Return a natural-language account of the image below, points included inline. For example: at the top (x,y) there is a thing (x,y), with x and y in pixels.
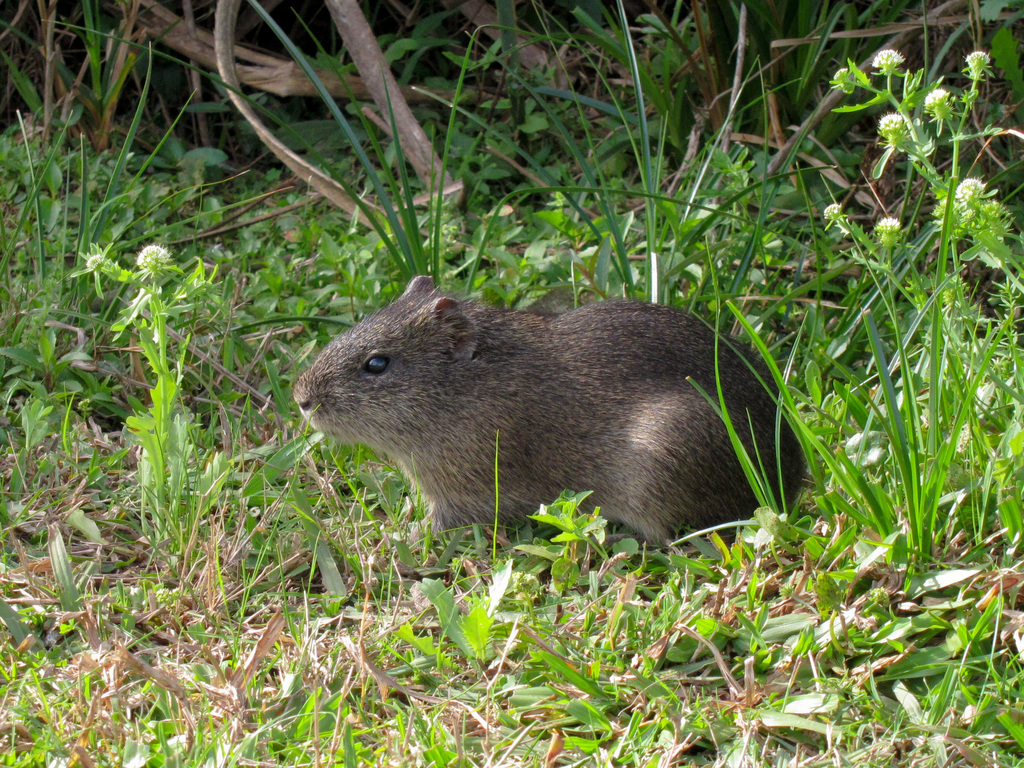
In this image we can see a mammal (531,433) and we can see some plants (396,3) and grass (856,696) on the ground (193,214).
